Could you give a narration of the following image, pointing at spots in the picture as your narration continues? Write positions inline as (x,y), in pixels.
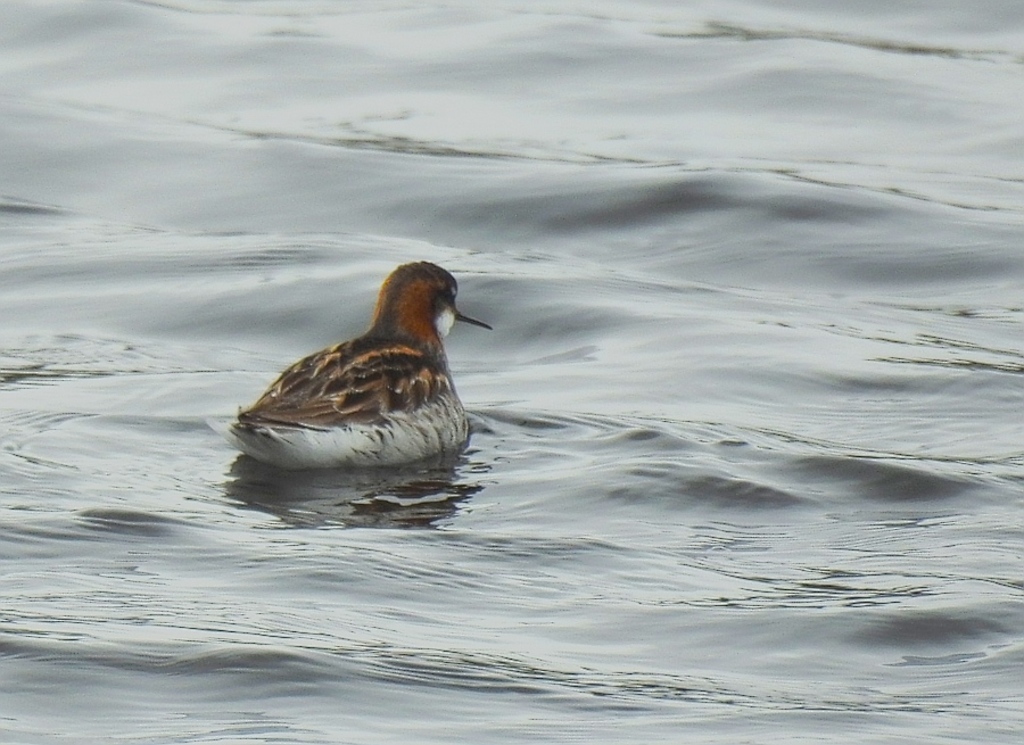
In this image I can see the bird (343,443) in the water (356,534). I can see the bird (366,434) is in brown, black and white color.
